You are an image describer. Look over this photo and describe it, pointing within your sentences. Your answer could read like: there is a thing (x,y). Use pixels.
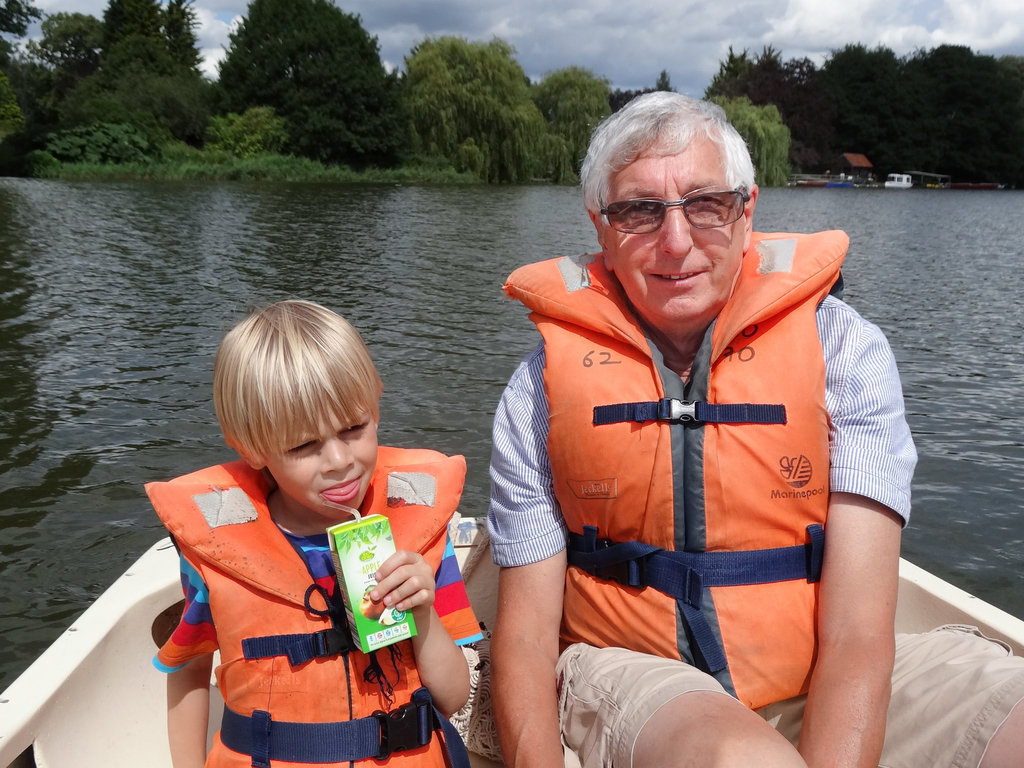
This image is taken outdoors. At the top of the image (453,28) there is a sky (738,31) with clouds (906,24). In the background (179,120) there are many trees (317,123) and plants (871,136) and there is a river (478,249) with water (138,301). In the middle of the image (625,440) a man (524,593) and a kid (271,367) are sitting in the boat (84,688) and the boat (78,684) is on the river (148,524).
